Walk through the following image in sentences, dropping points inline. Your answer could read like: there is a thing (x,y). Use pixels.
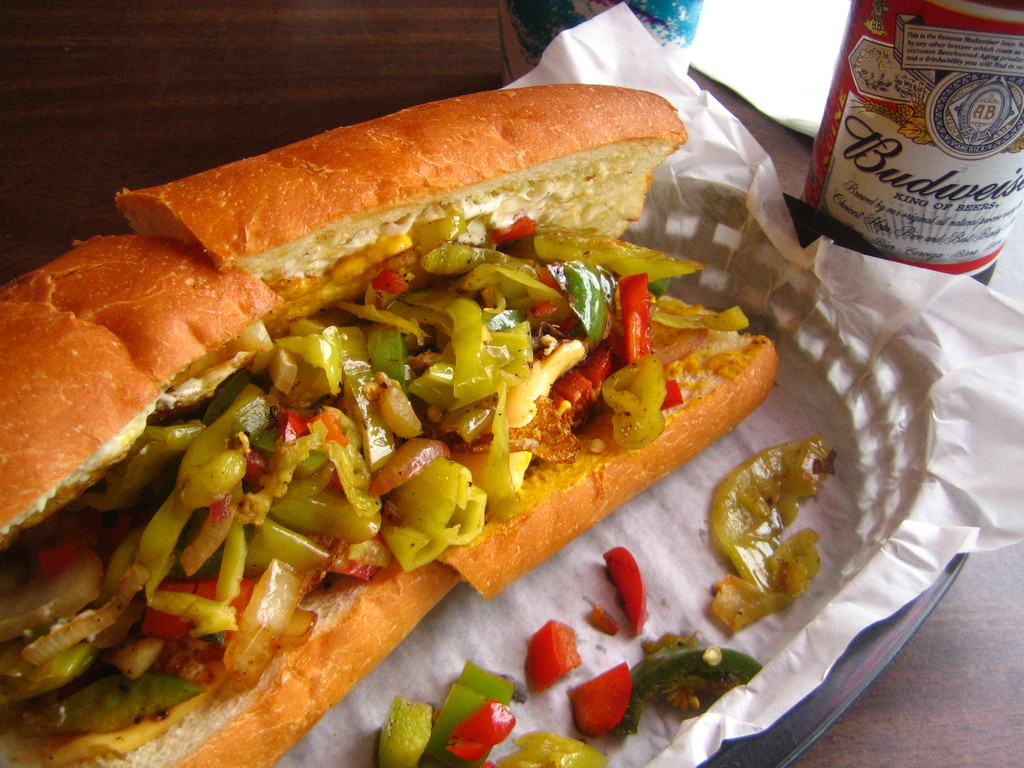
In this image there is a table (1018,660) and we can see a tray (795,721), bottles (566,28), paper (750,59) and a food item (565,377) placed on the table (906,711).
